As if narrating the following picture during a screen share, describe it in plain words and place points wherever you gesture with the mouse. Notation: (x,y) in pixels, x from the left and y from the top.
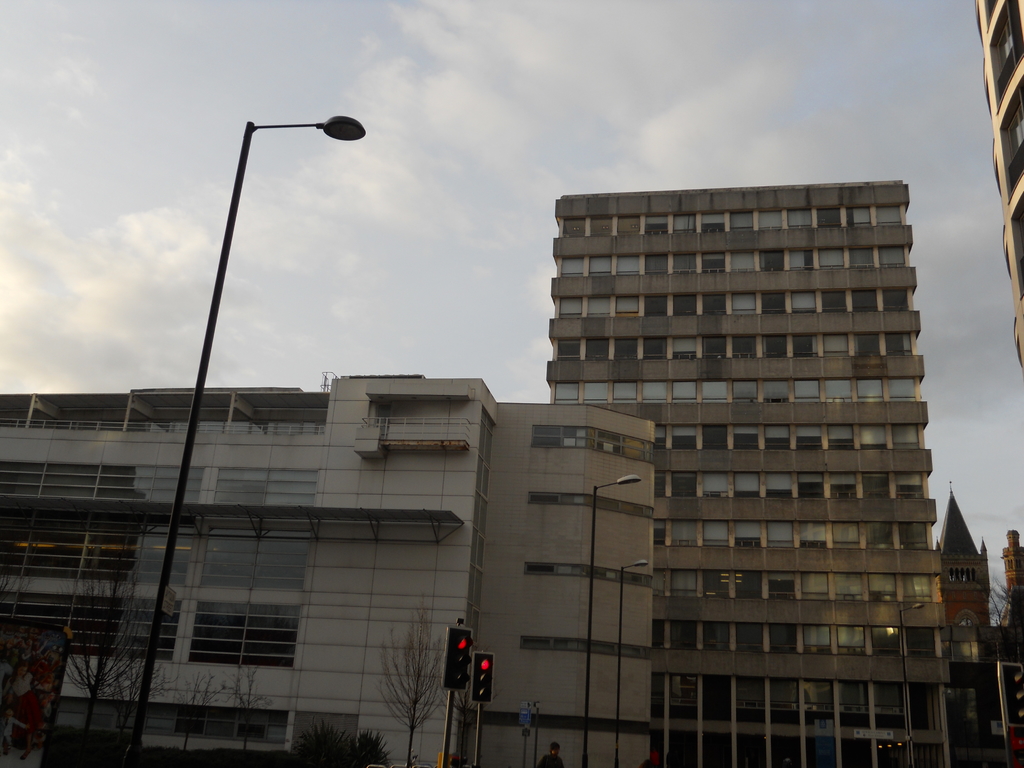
In this image there is a board (60,663), signal lights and lights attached to the poles (999,661), trees (413,692), buildings (415,434), sky (416,263).
